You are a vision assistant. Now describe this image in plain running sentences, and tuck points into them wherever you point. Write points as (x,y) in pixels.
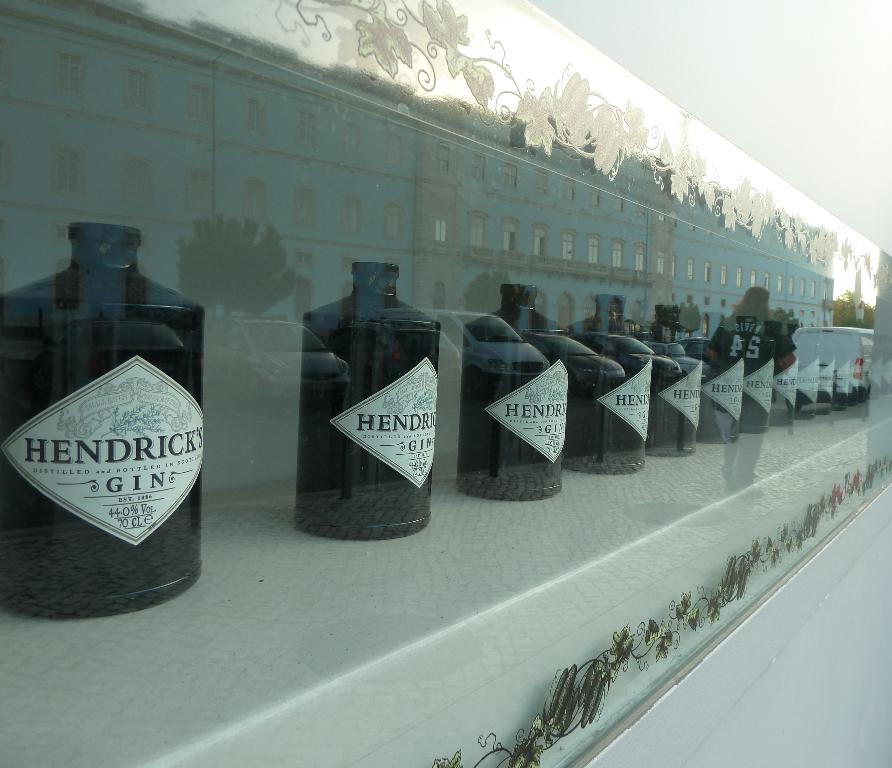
In the picture there are many alcohol bottles (419,492) kept behind a glass (642,321) and the images of cars (542,361), trees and some buildings (485,259) are being reflected on the glass (647,494).
